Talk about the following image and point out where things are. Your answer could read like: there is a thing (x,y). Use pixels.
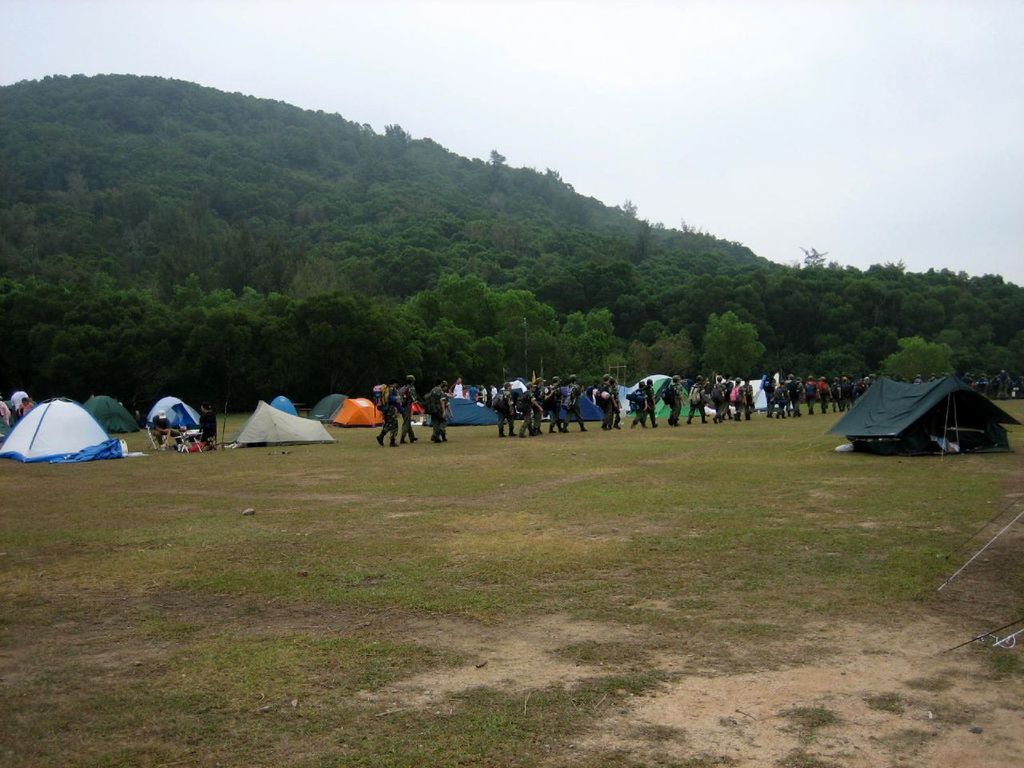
In this image I can see the group of people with the dresses (556,415) and the bags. I can see the tents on the ground (677,475). In the background (605,307) I can see many trees (513,230), mountain (491,255) and the sky (597,107).
